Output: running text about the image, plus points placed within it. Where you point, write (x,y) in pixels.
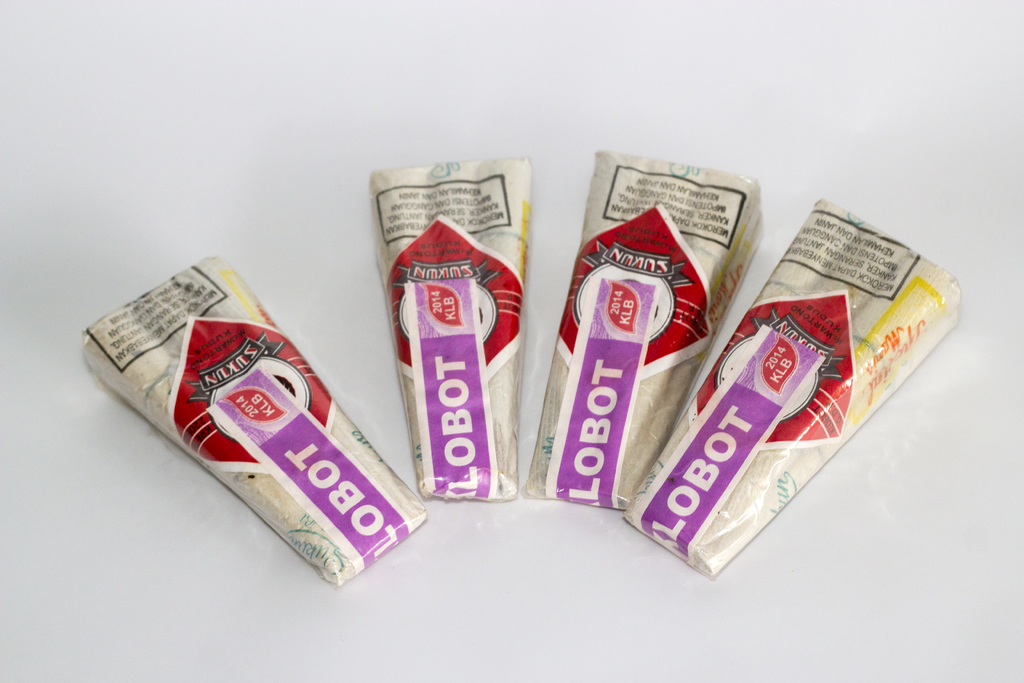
In the image there are four sealed cigarette packets (507,337) kept on a surface (842,46).
